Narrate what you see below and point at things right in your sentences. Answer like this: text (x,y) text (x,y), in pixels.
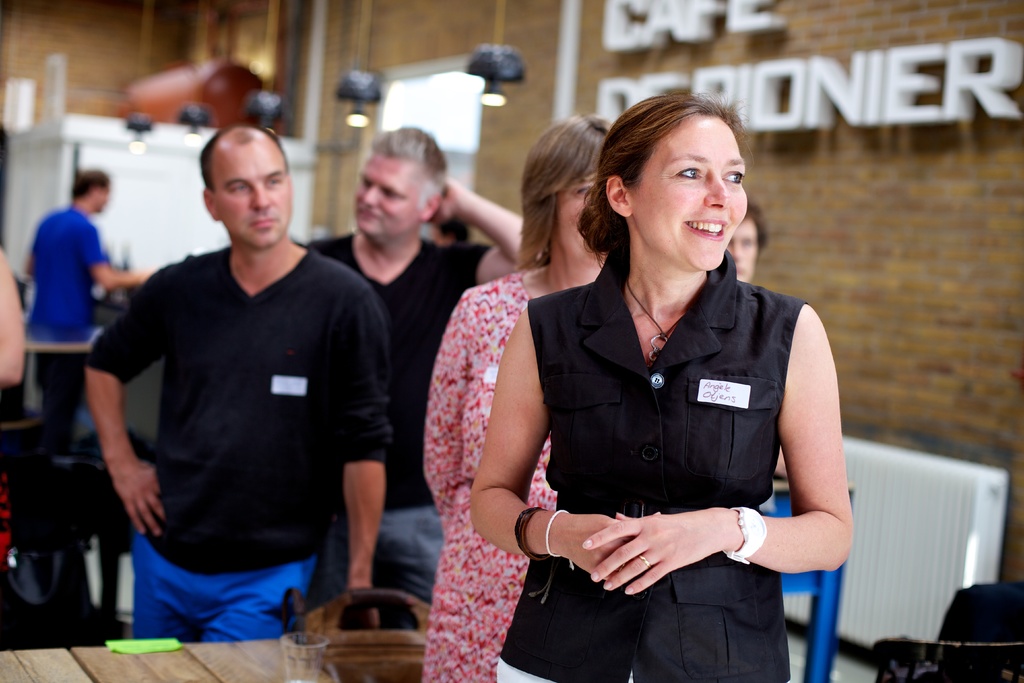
In the image there is a woman (688,204) in black sleeveless shirt (704,403) standing on the right side (766,680), she had white watch (752,531) to her hand (719,531) and behind her there are couple of people (357,345) standing in front of a table (262,671) with a glass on it, on the right side (784,248) there is brick wall (952,223) with text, lights (369,78) hanging (360,99) in the back (362,95), this is clicked inside a room (900,286).
